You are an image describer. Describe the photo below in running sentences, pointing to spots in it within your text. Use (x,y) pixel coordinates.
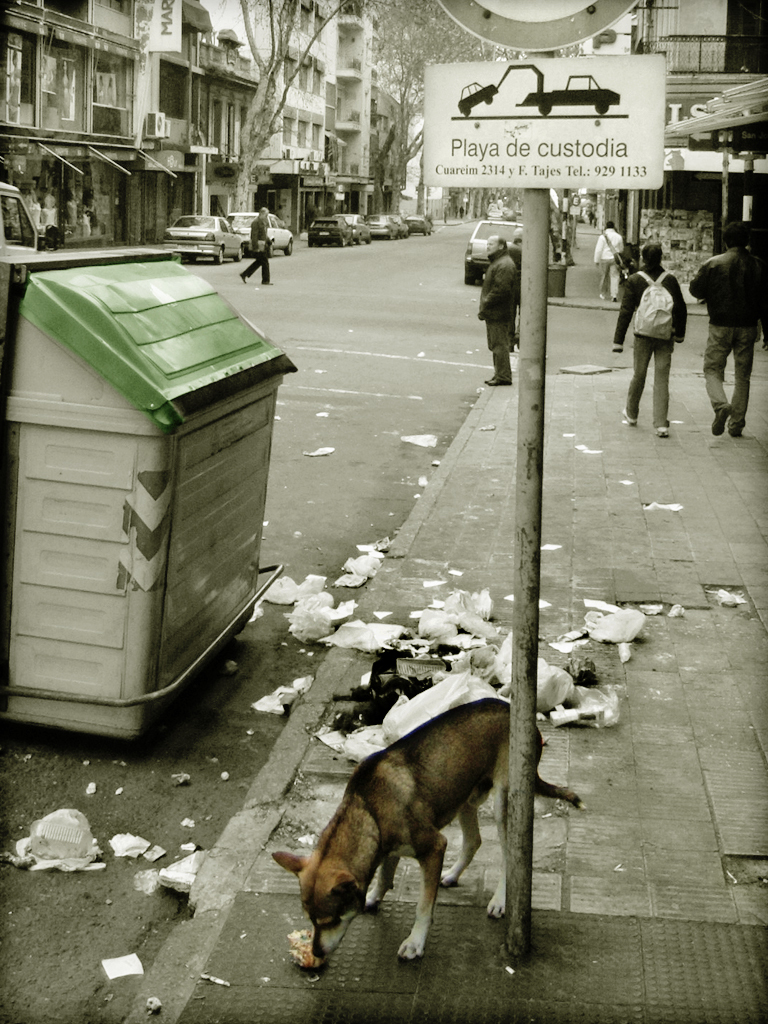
This picture is clicked in the city. In front of the picture, we see a dog (421,788). Beside that, we see a pole (530,341) and board (553,114) in white color with some text (553,169) written on it. Behind that, we see the garbage (461,693) on the road (343,589). On the left side (125,357), we see the garbage bin (128,545) in white and green color. On the right side (635,288), we see people (515,308) are standing on the footpath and we even see the people (717,389) walking on the footpath (687,405). On either side of the picture, we see the buildings (232,194) and cars (322,223). The man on the left of the picture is crossing the road (397,268). There are trees (411,150) in the background (423,41).
